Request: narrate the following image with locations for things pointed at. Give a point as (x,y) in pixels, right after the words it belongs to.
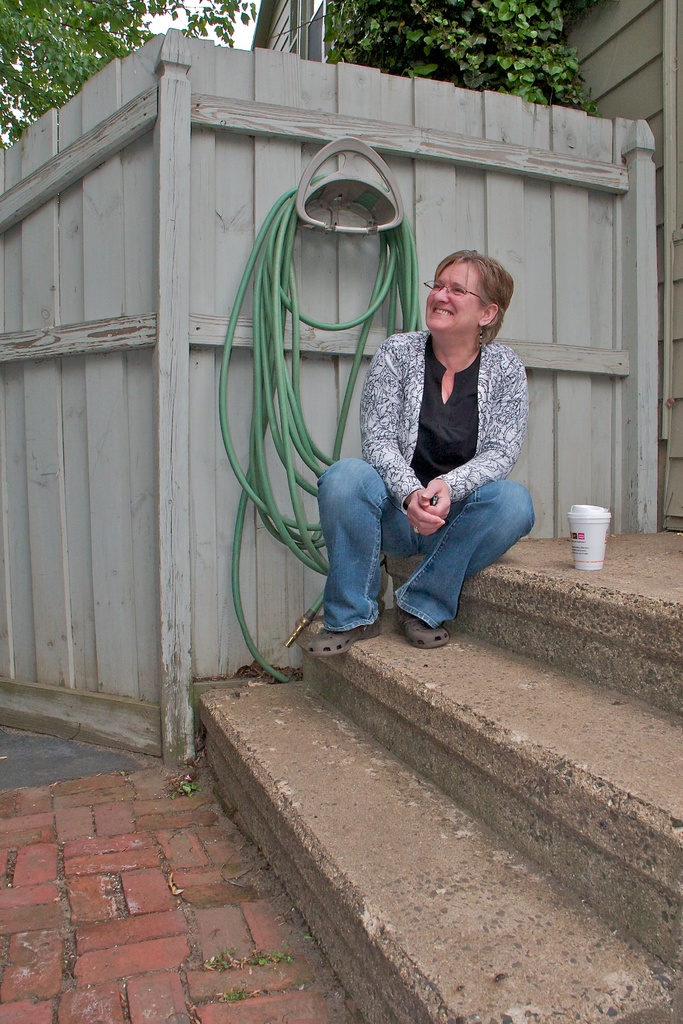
In this image we can see a woman (377,611) sitting on the steps (497,611) and an object (596,544) beside her, there we can see a pipe (290,198) hanging on the wall (259,167), a building (632,36) and few trees (513,13).
